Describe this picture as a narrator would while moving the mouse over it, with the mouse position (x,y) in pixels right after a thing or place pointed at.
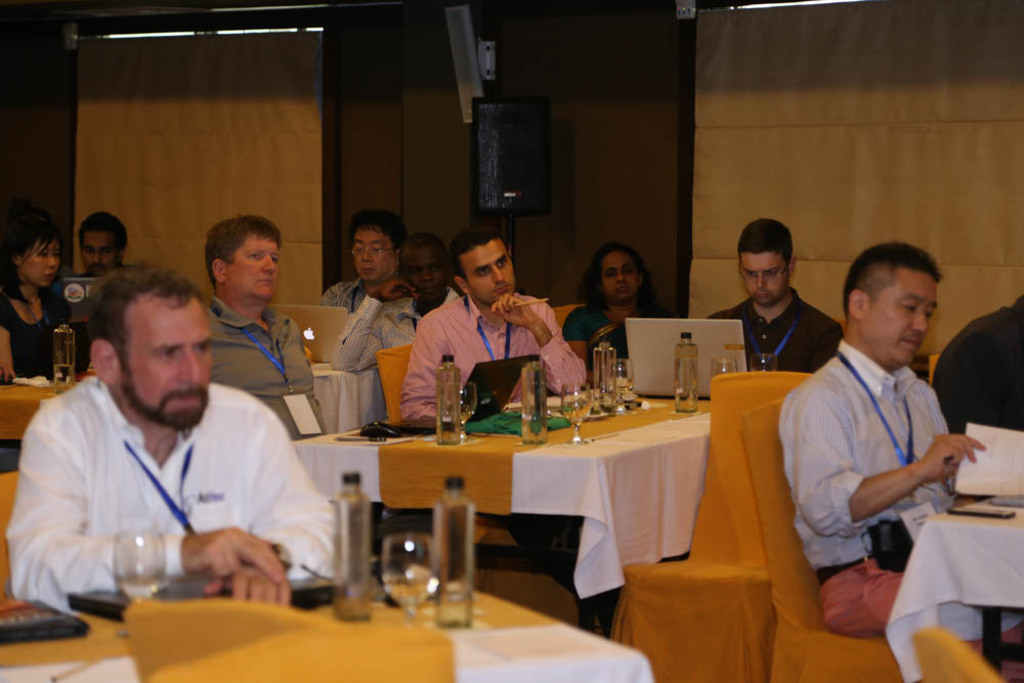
In this room (812,197) most of the persons (495,336) are sitting on a chair (393,406). In-front of this person (818,346) there is a table (562,506), on a table (583,429) there are bottles (614,393), glasses (577,403), laptop (638,385) and cloth (549,442). Far this is a sound box (532,177) with stand (512,222).
